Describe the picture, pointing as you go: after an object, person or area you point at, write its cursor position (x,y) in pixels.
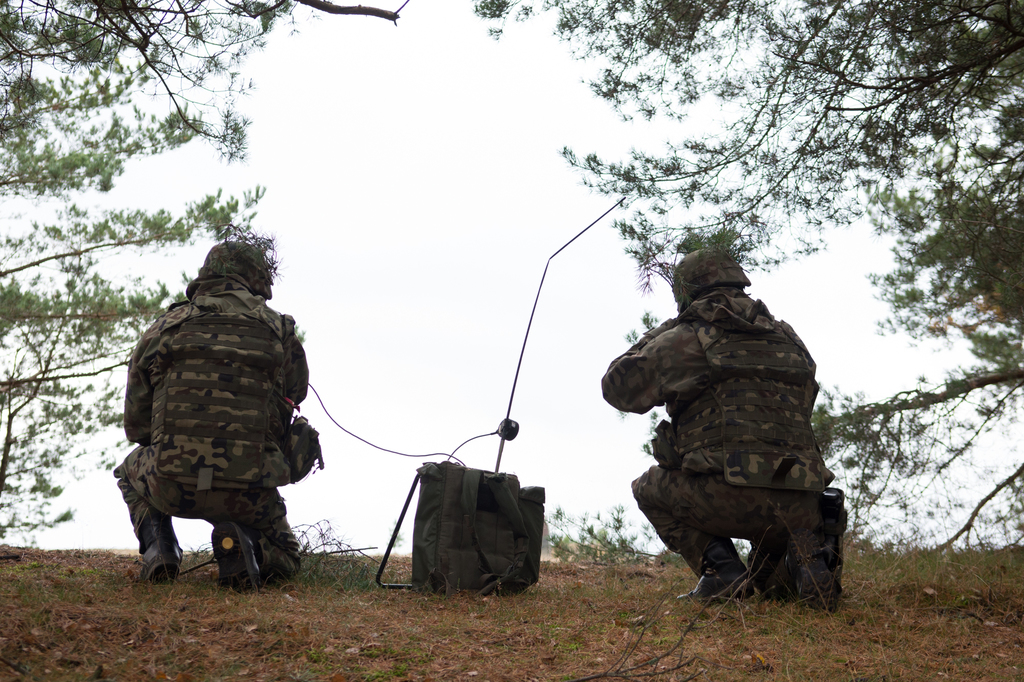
In the image there are two soldiers (679,474) and there is a bag (492,520) in between them, around the soldiers (161,438) there are many branches (885,78) of trees (806,59).
